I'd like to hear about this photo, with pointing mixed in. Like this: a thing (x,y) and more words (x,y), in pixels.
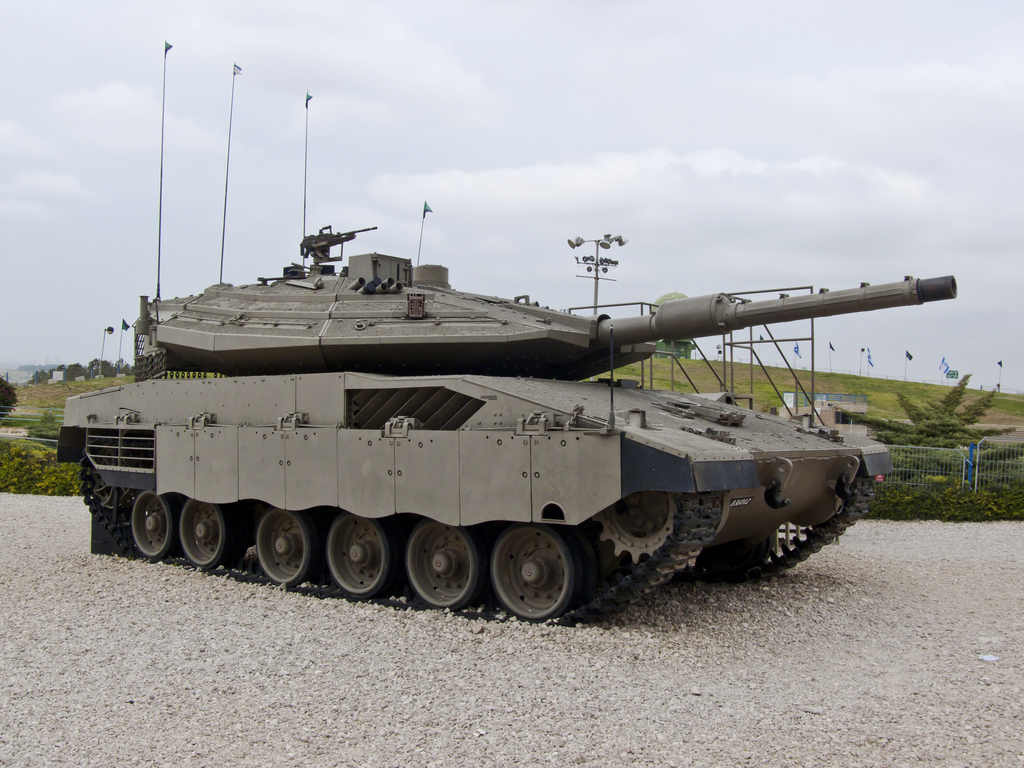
In this picture we can see a war tank (380,314) on the ground (566,692), fence (963,482), trees (877,435), poles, flags (941,367), some objects (593,243) and in the background (709,254) we can see the sky (393,161).
